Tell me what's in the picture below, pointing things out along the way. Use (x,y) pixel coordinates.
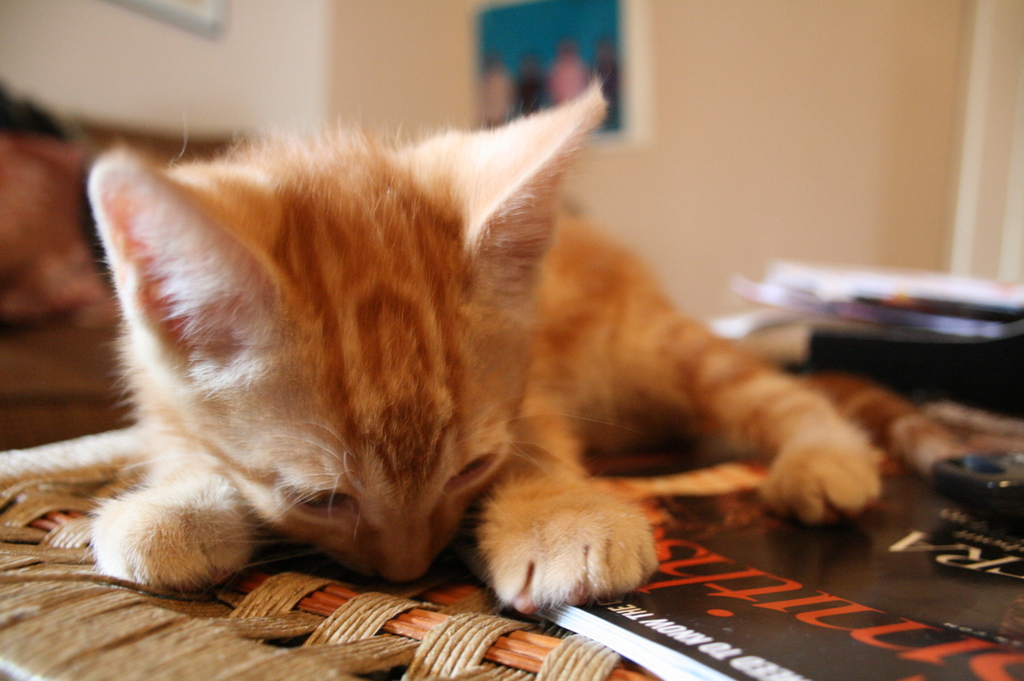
In this picture I can see a cat (323,139) and a book (917,615) on the table (459,676) and I can see few items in the background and couple of photo frames (504,54) on the walls (237,30).
